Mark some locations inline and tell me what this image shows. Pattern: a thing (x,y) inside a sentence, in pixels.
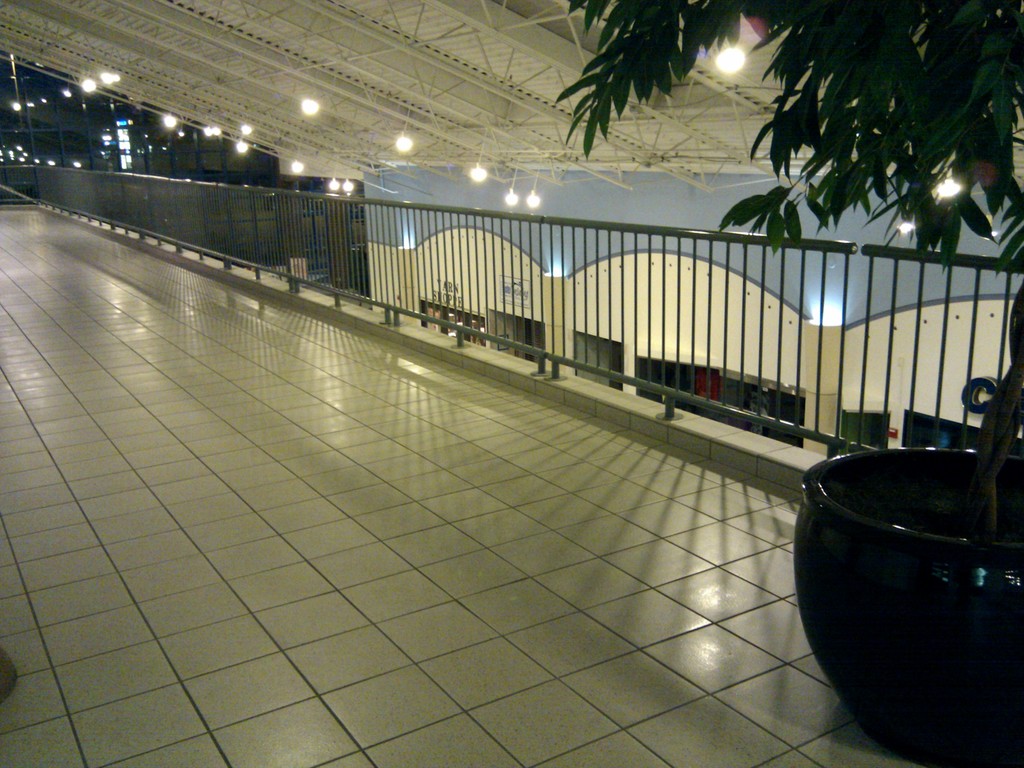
Here in this picture in the middle (635,265) we can see a railing (51,189) present on the floor (254,305) over there and on the right side (1019,545) we can see a plant (958,38) present on the floor (861,732) and at the top (368,71) we can see a roof (328,91), which is fully covered with lights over there and we can see buildings (123,149) in the far present over there.
